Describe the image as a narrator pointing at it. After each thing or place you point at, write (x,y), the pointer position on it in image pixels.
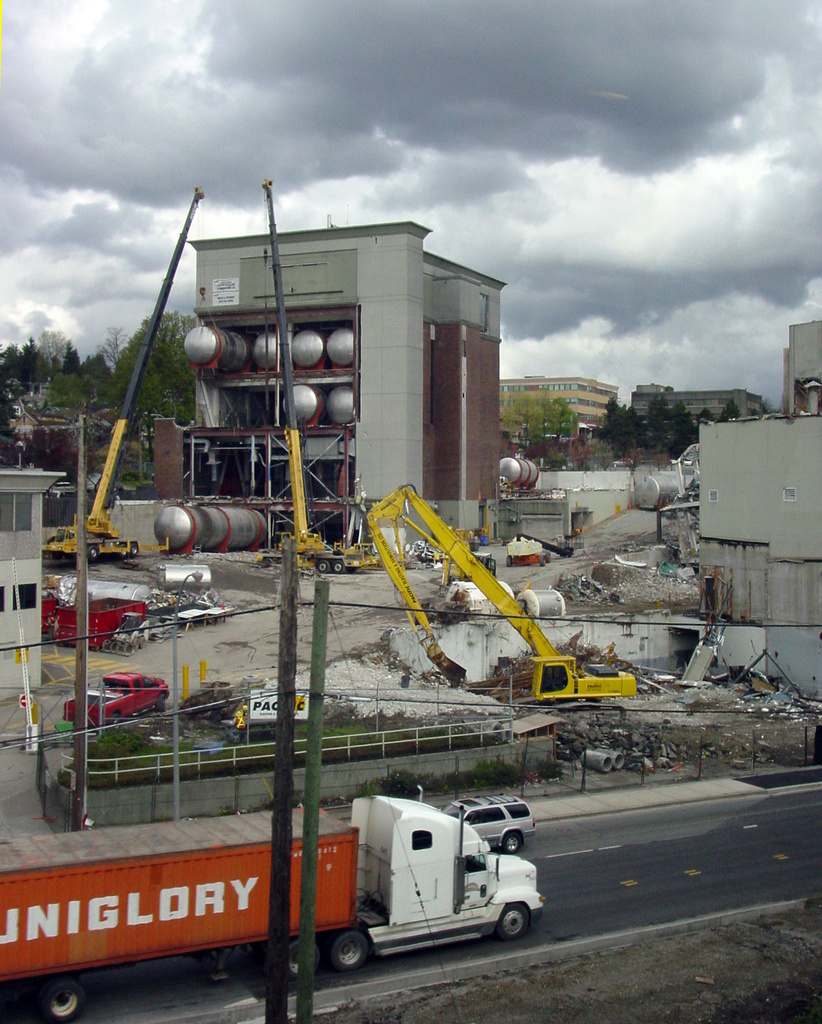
In this picture we can see poles (309,718), vehicles (530,817), cranes (300,517), buildings (2,611), fence (267,757), board (301,711), wires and plants (450,784). In the background of the image (564,426) we can see trees (633,415), buildings (710,393) and sky (587,148) with clouds (543,198).
